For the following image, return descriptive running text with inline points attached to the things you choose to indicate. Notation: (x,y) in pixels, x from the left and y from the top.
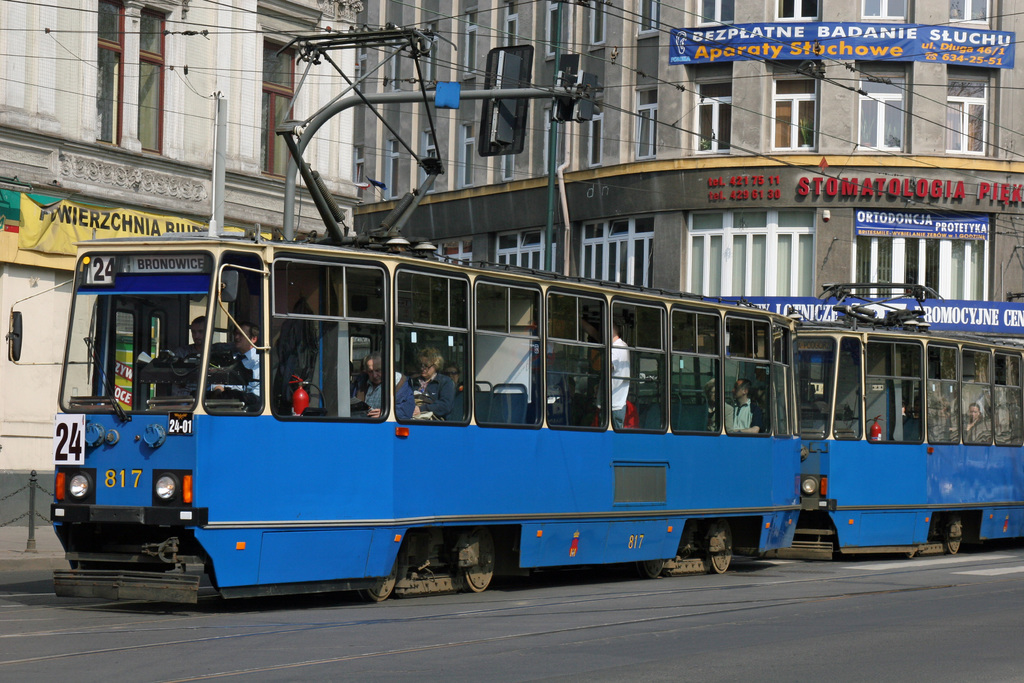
This picture is clicked outside. In the foreground (791,637) we can see the concrete road (821,589). In the center (439,395) we can see the group of people (411,394) sitting in the train (838,448) and we can see the text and numbers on the train (300,463). At the top (916,94) we can see the cables (841,84), metal rods (288,192). In the background (210,155) we can see the buildings (658,140) and we can see the text (819,185) on the wall (588,175) of the building (619,175) and we can see the text (114,226) and the numbers (984,60) on the banners (159,226) hanging on the walls (758,93) of the building (252,183) and we can see the windows (152,93) of the buildings (778,212). In the left corner (36,511) we can see a metal rod (31,503) and the sidewalk (25,542).
